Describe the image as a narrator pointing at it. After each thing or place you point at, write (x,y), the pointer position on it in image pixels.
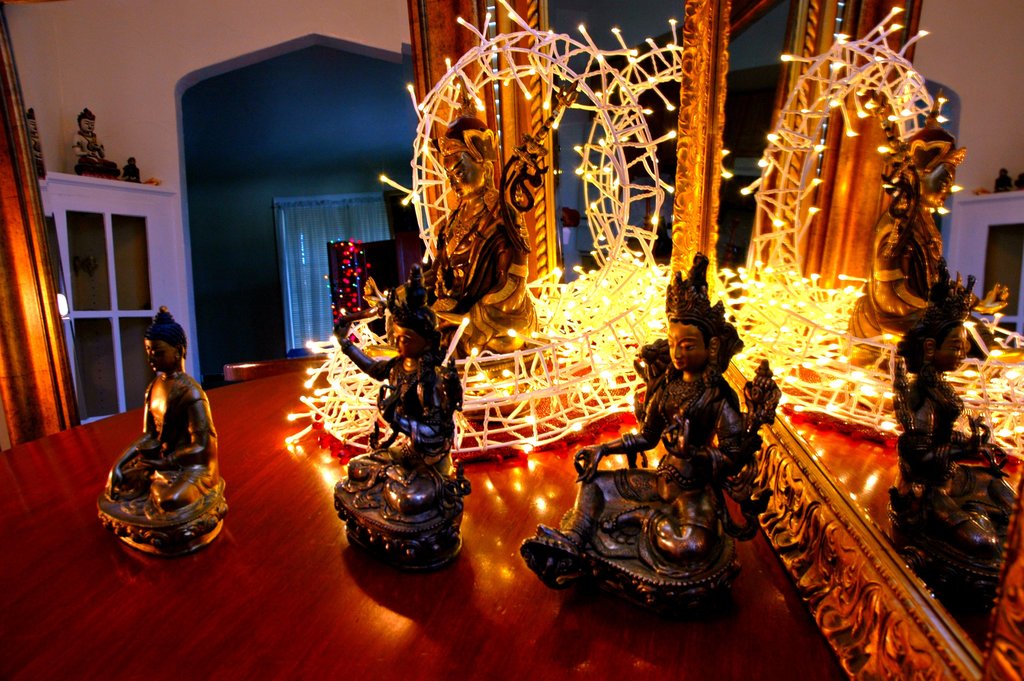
In this image in the center (358,357) there are statues (171,425). In the background (637,392) there lights (595,268) and there are statues (478,227) and there is a curtain (296,271) and there is a cupboard (104,293). On the right side (890,303) there is a mirror (815,135) on which the reflection (902,304) of the statues (933,386) are visible.
